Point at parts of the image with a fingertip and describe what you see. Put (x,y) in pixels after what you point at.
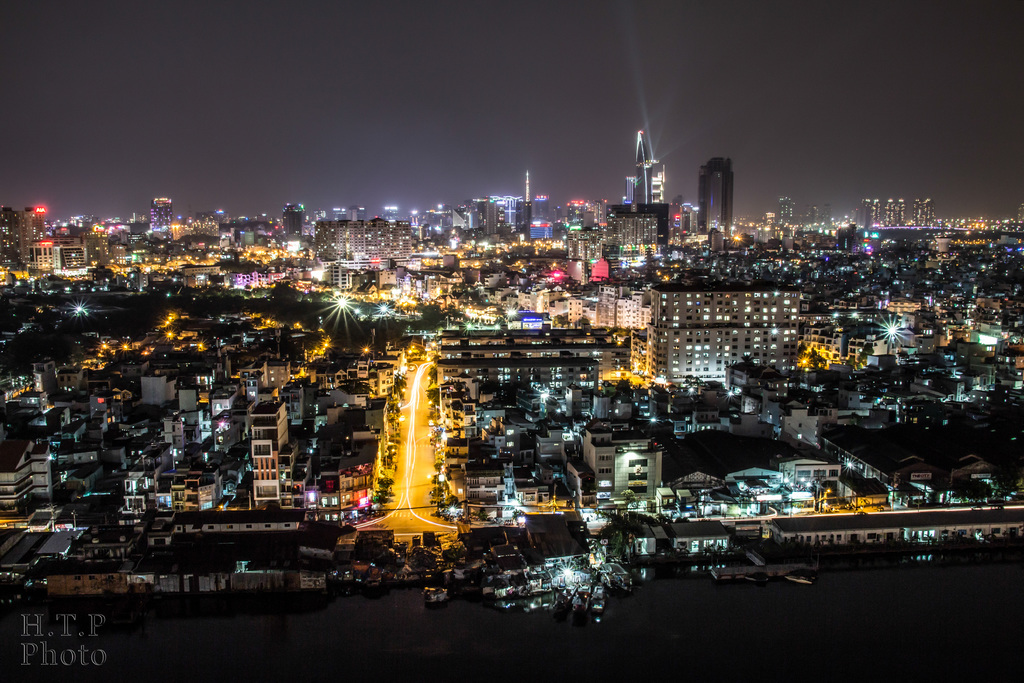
In this image I can see many buildings (521,479). These buildings (201,360) are colorful and these are with lights (210,379). In-between the buildings (366,474) I can see the road (411,467). And I can also see the watermark (65,642) in the image. In the background (296,194) there is a sky (328,124).
